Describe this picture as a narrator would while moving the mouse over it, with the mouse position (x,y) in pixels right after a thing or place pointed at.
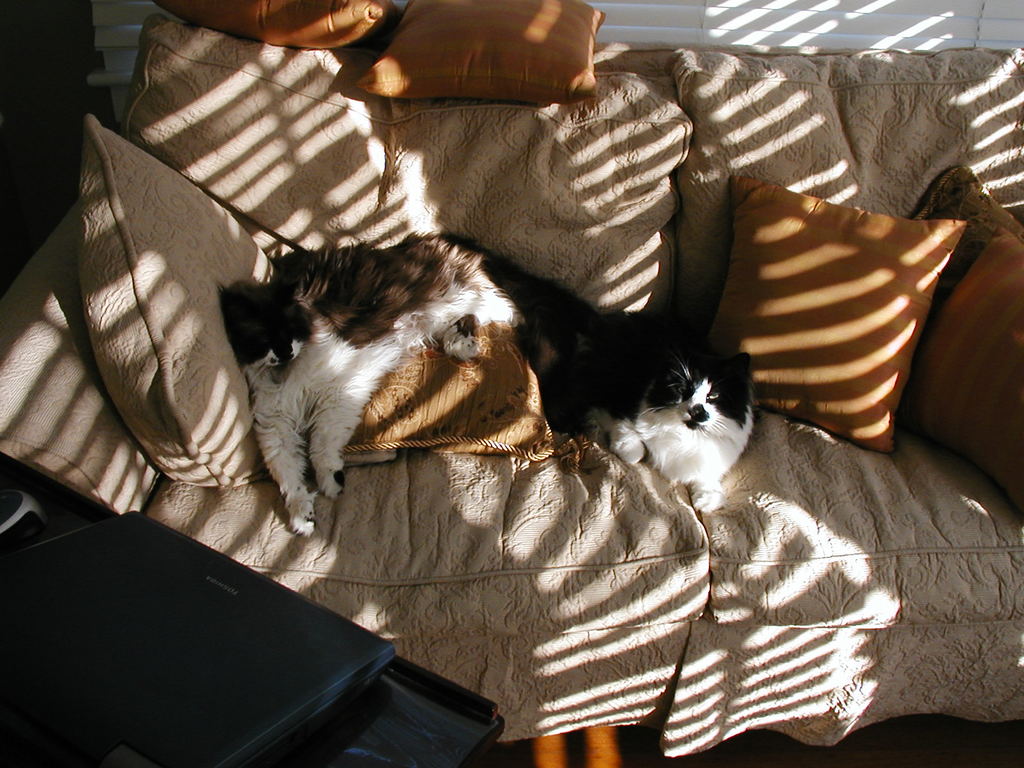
In this image I can see 2 cats (393,255) on a couch (440,524). There are cushions (574,463) and a laptop (47,567) at the front (58,729).
